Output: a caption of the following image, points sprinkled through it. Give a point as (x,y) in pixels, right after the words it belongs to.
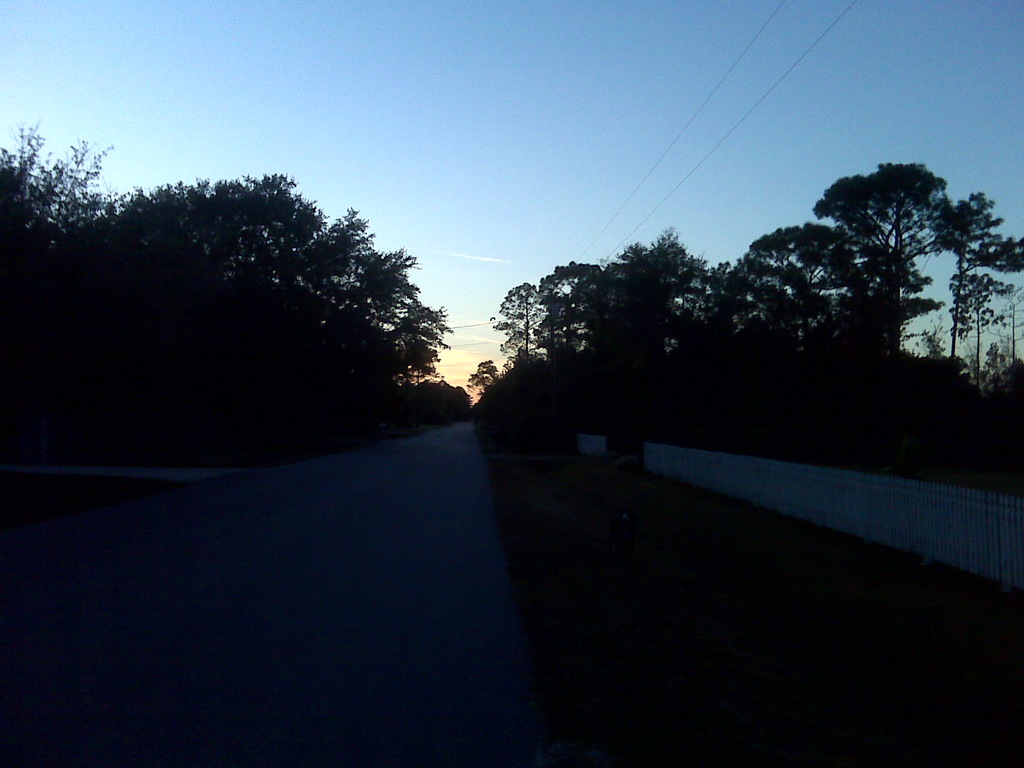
In the foreground of this image (390,569), there is a road (364,538). On the right (910,613), there is grass (788,598), railing (918,527), few trees (930,361) and cables (742,53) on the top (728,71). On the left (155,354), there are trees (179,326) and on the top (437,63), there is the sky (503,108).
